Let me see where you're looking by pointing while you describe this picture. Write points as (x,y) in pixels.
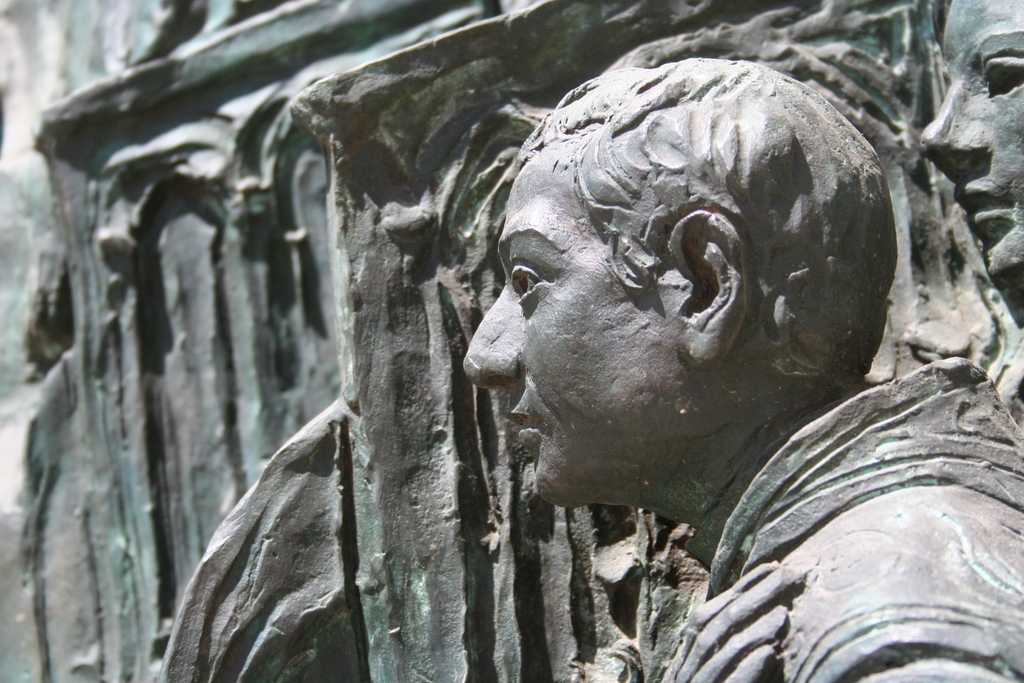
In this picture we can see sculptures (629,175).
